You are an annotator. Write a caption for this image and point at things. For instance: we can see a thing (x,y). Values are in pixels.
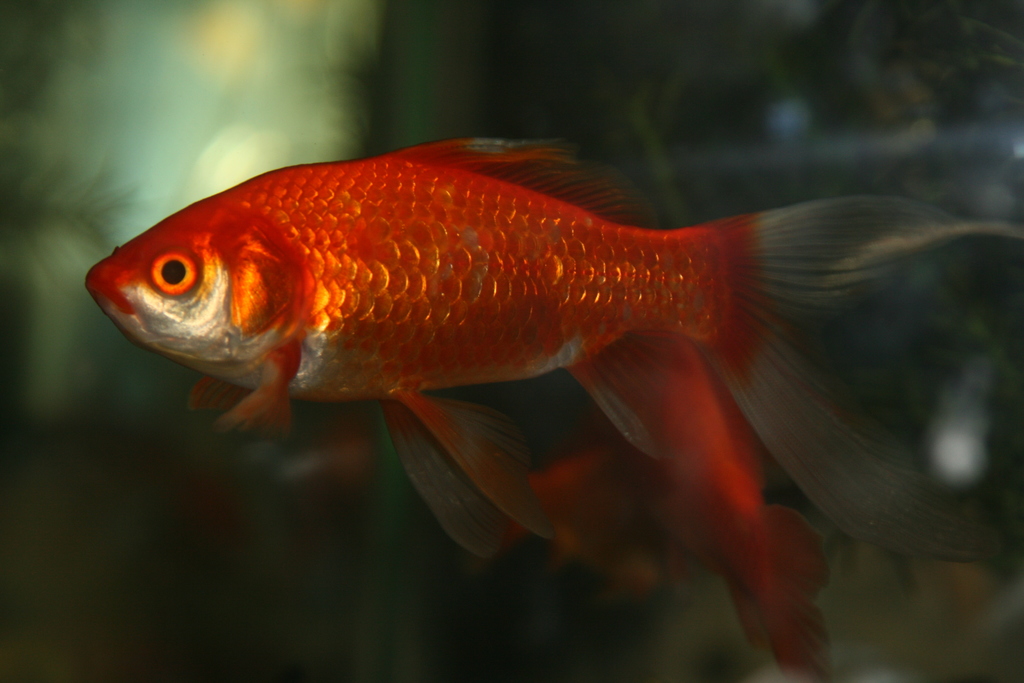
In this picture, we see the fish (410,245) in orange color. In the background (676,117), it is in green and orange color. This picture might be clicked in the aquarium (48,317).
